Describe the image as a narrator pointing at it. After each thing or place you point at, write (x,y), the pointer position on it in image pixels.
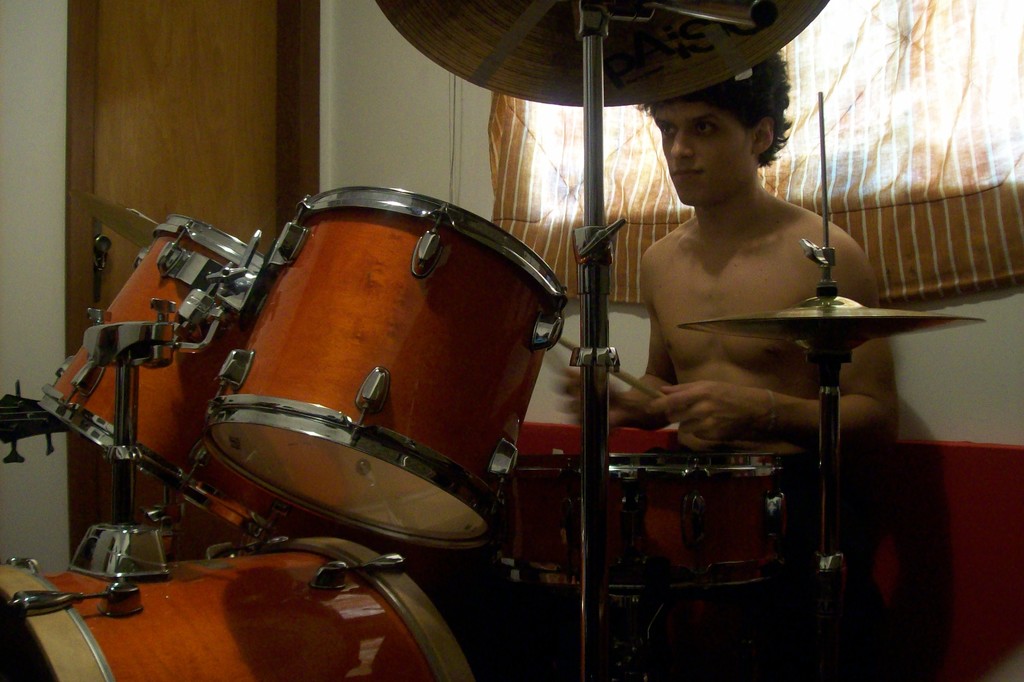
In the image there is a man (778,266) without shirt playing drum (469,357), behind him there is window (867,186) with curtain (638,223), on left side (218,136) there is a door (246,217) on the wall (7,243).
